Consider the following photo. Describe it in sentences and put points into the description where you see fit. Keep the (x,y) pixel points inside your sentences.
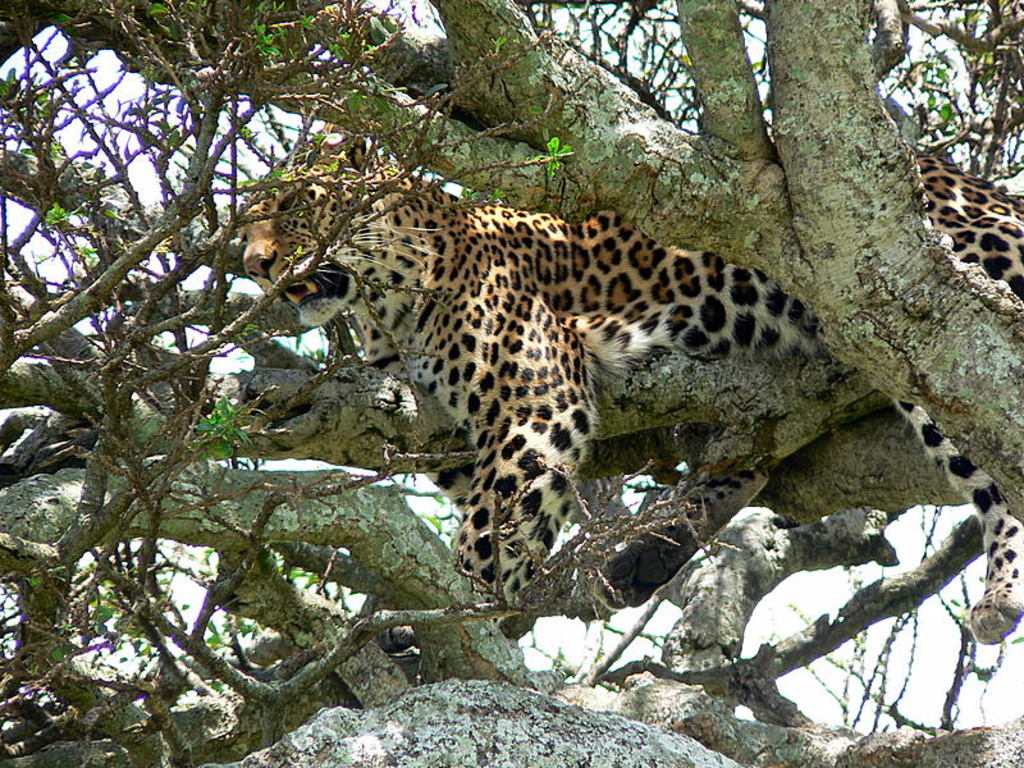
In this picture we can see a leopard (464,420), trees (705,391) and in the background (67,69) we can see the sky (216,142).
